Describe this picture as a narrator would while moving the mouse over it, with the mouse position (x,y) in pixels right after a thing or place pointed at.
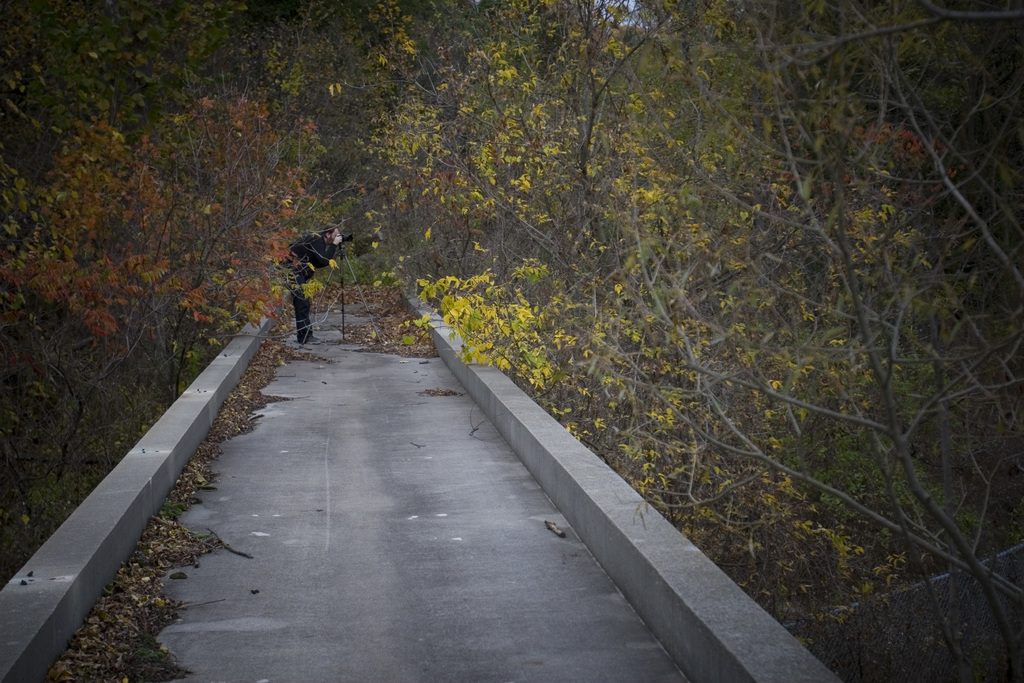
In the center of the image (380,390) we can see a person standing on a pathway (350,425) holding a camera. We can also see a group of trees (600,412) and some dried leaves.
